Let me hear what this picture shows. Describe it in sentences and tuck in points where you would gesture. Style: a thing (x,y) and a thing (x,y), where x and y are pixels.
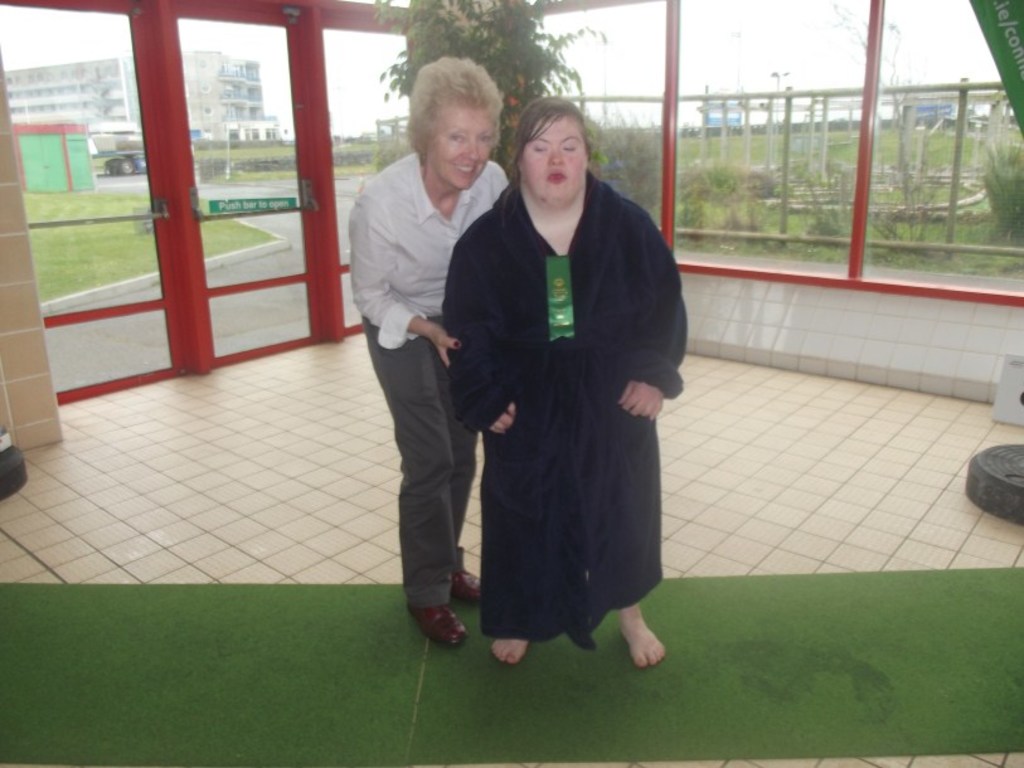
In the middle (638,284) a woman (647,424) is standing, she wore black color dress (644,424), beside her another woman (427,301) is smiling, she wore white color shirt (418,244). Behind them there is a plant (419,12) and glass wall (609,129).
